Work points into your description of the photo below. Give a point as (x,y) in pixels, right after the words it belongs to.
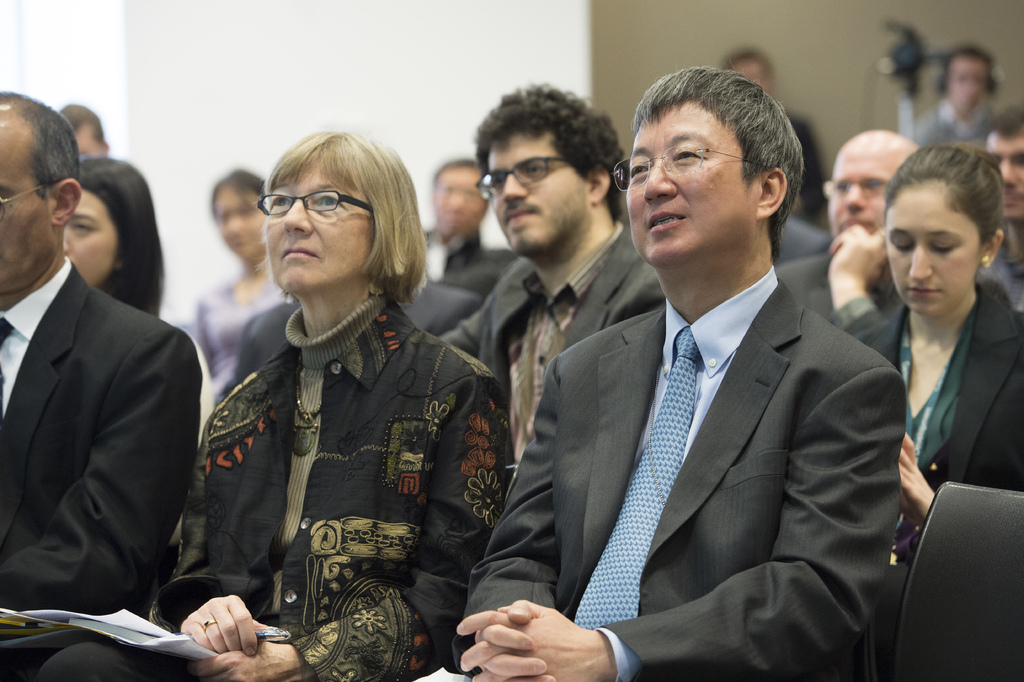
In this picture we can see a group of people (366,229) are sitting on chairs (937,554), papers (113,627), pen (274,630) and some people (236,482) wore spectacles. In the background (756,17) we can see the wall (819,45), camera (892,65), two people (762,74) and it is blurry.
